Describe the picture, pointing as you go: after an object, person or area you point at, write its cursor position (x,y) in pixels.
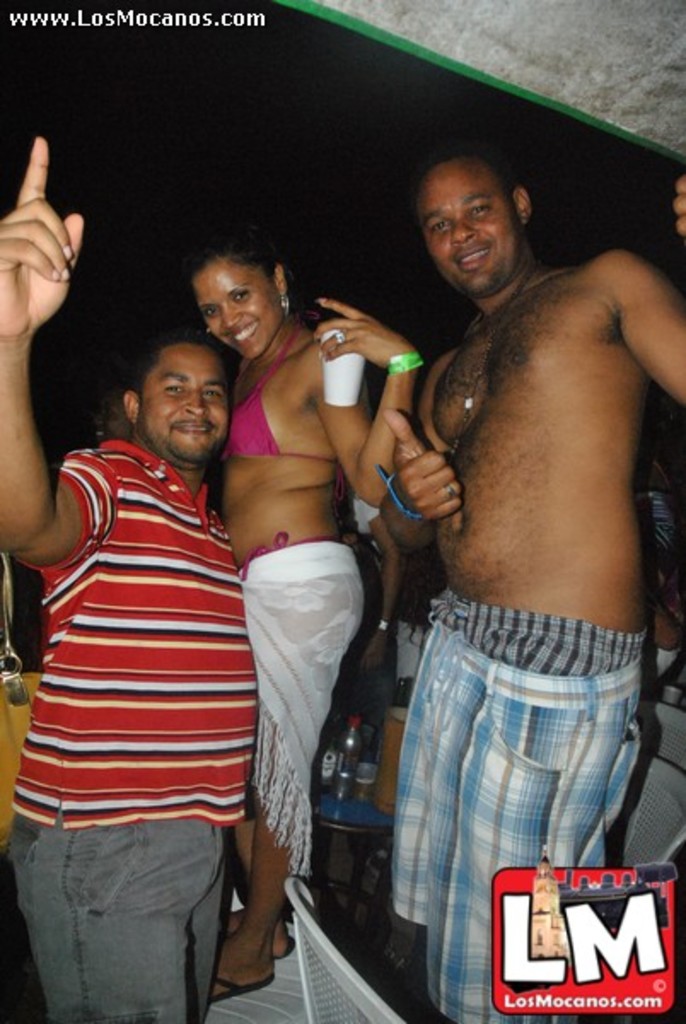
In the center of the image (311,489) a lady (318,551) is standing and holding a glass (353,363). On the left (165,502) and right side of the image (530,548) two mans (176,591) are standing. In the middle of the image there is a table (355,808). On the table (356,801) we can see bottles (333,762) are there. At the bottom of the image (352,965) chairs (350,1003) are there.
